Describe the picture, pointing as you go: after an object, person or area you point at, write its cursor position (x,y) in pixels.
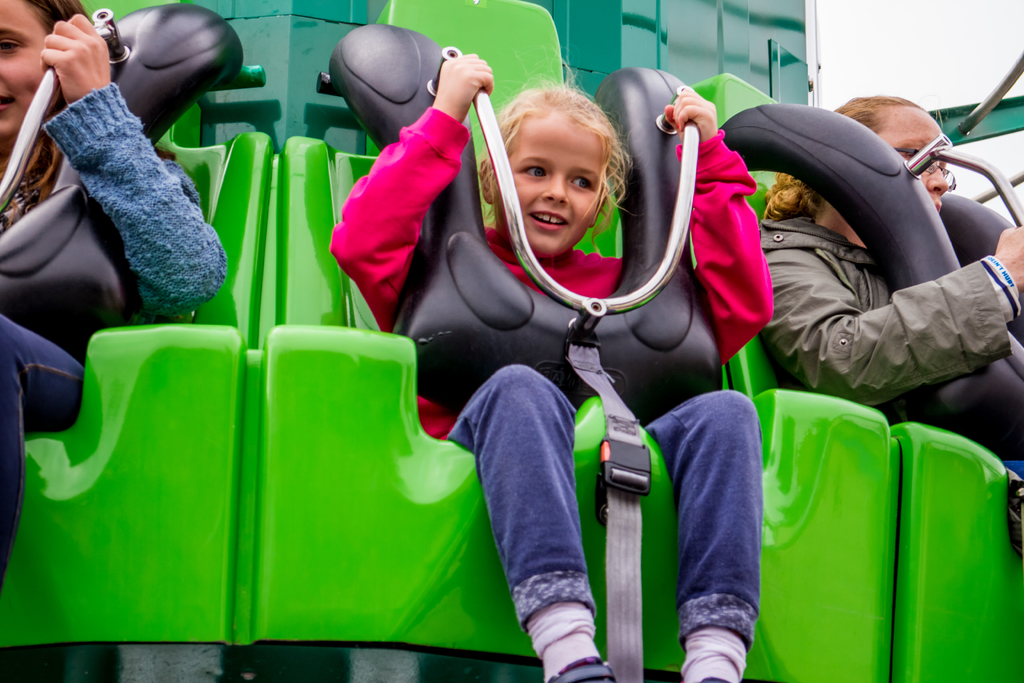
In this image I can see three persons (547,263) are sitting on a exhibition ride (193,332) which is green and black in color. I can see the sky (924,24) in the background (941,47).
